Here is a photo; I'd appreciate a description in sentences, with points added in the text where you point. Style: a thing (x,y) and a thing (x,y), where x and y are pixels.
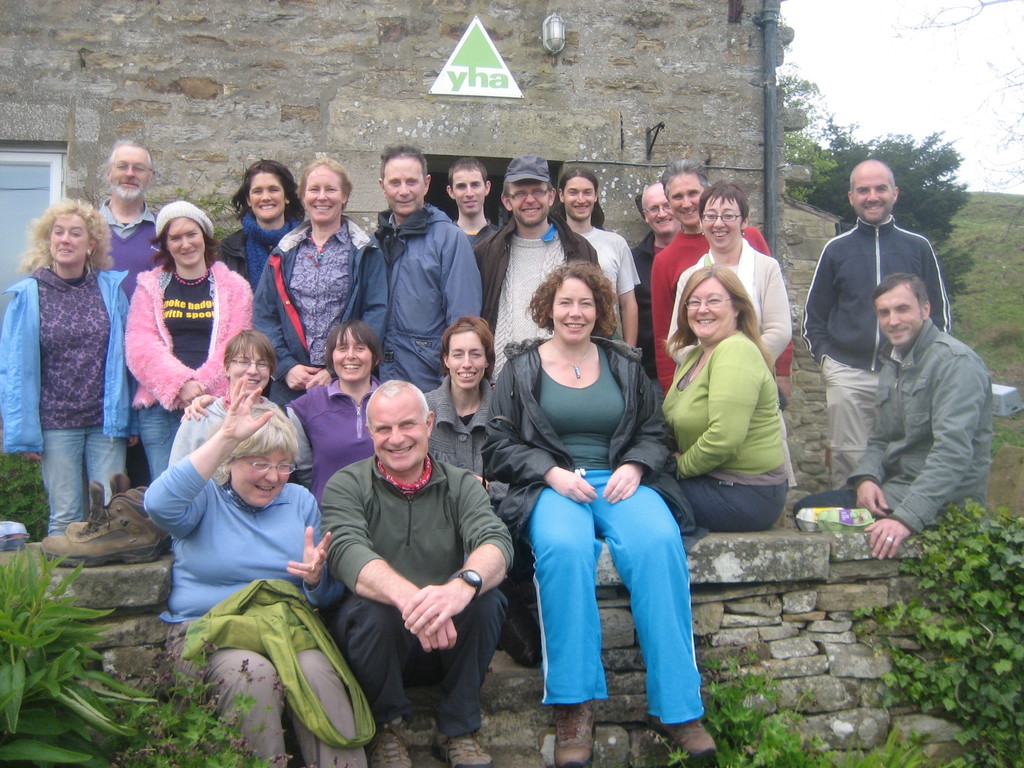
There are some persons (383,630) sitting on a wall (610,660) at the bottom of this image (560,623), and there are some persons (656,362) standing in the background (660,335). We can see there is a wall (325,131) at the top of this image (452,123). There are some trees (842,172) on the right side of this image (879,154).
